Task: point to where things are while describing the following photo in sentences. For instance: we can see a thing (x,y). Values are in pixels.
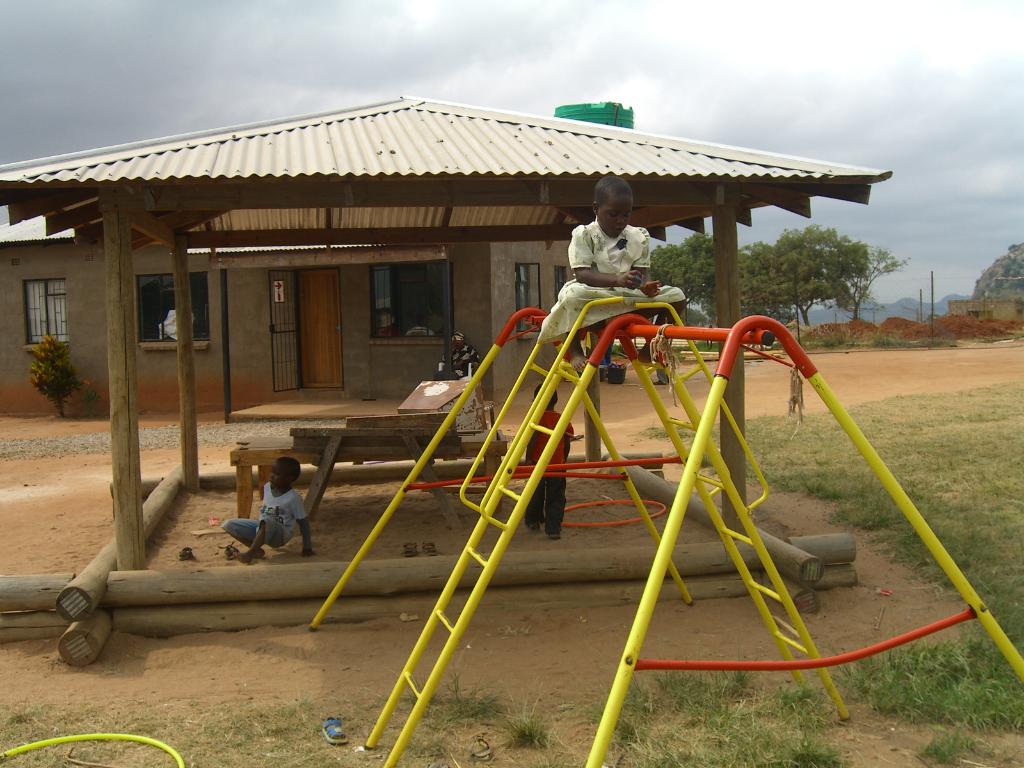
A girl (574,317) is sitting on the iron rod (627,338). Behind her there is a house (352,326), window (425,309), door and a boy (289,478) is playing in the sand (384,556).
